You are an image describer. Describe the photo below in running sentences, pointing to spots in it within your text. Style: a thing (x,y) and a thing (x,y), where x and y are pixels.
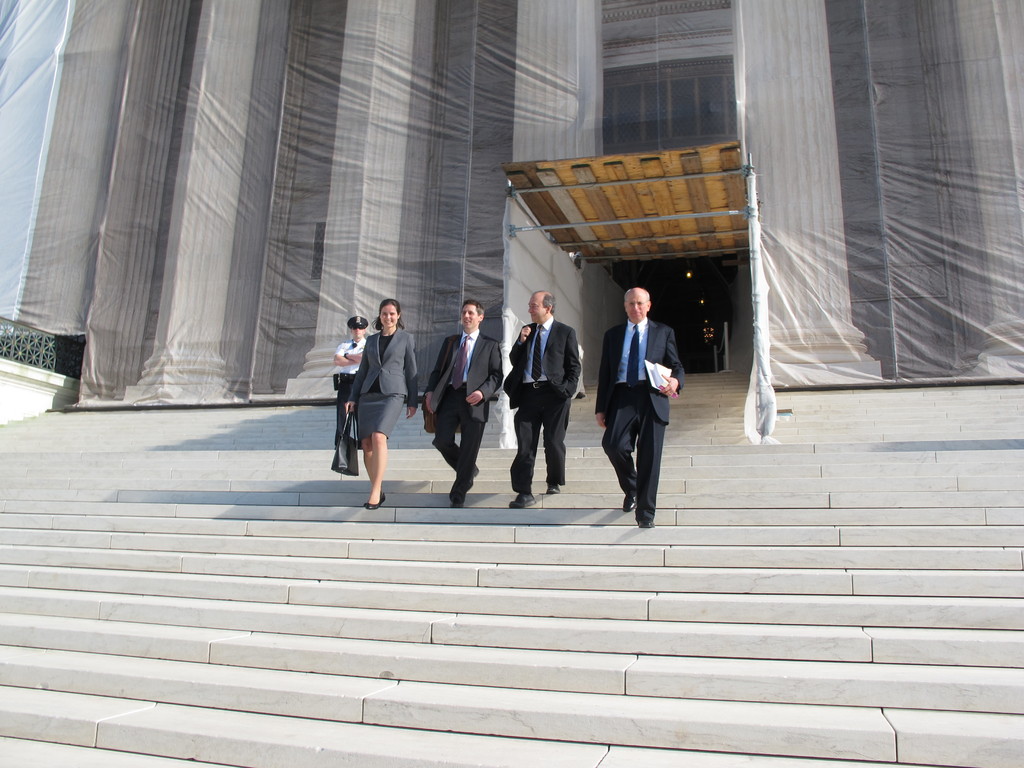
In this picture there are group of people (657,343) in the center of the image (416,490) on stairs (728,551) and there is a building (466,144) in the background area of the image (455,119), it seems to be the building (400,130) is covered with a curtain (218,14).
